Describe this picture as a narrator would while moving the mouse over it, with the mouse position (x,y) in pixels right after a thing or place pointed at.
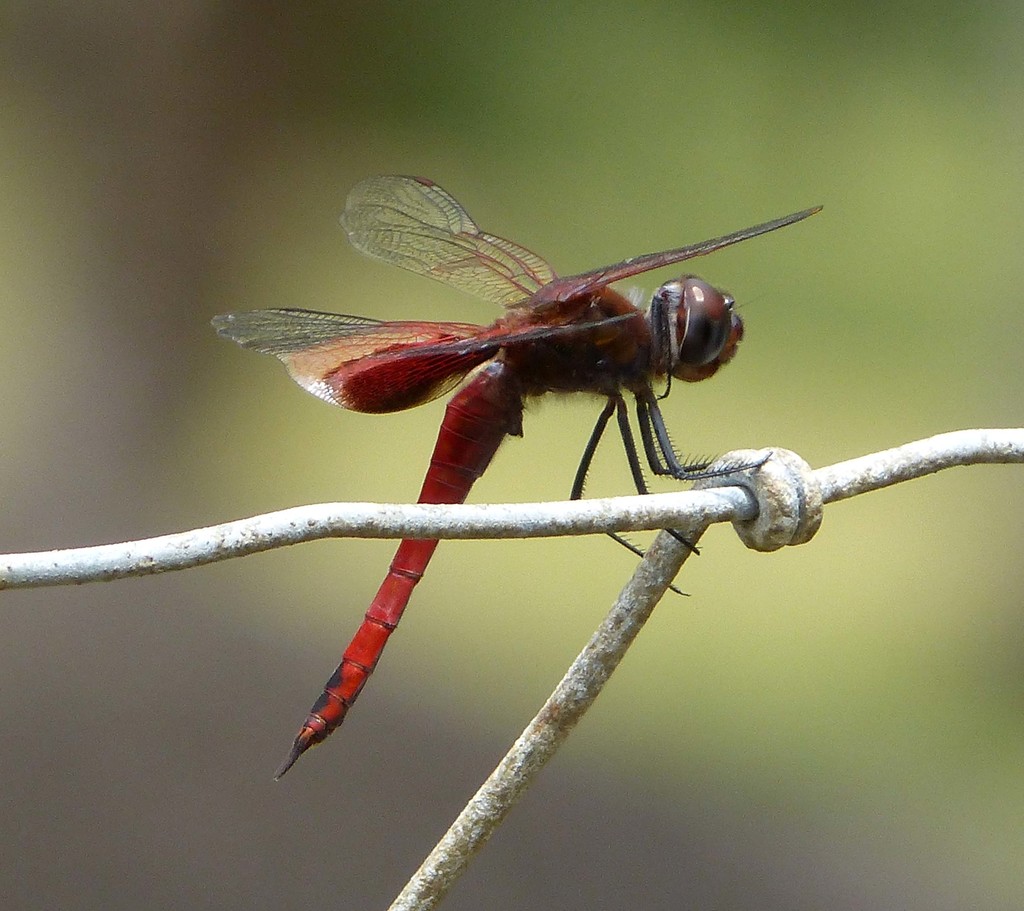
In this image there is an insect (533,370) in the center (533,330) which is on the rod (551,517) and the background (52,803) is blurry.
